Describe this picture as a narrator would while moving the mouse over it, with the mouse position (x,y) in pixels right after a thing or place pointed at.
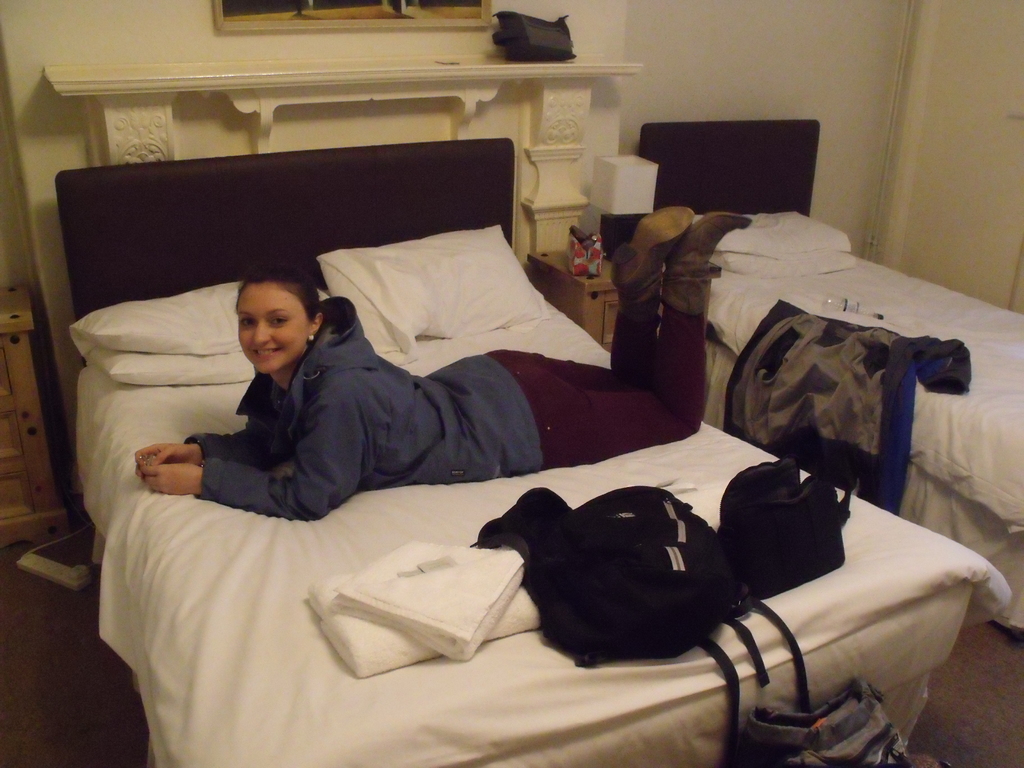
In this image I can see the person (373,461) lying on the bed (384,504). The person (353,450) is wearing the blue and purple color dress (420,419). To the side of that person (461,416) I can see some clothes (506,565) and bags (623,522). To the right (763,304) I can see another bed (954,399) and some pillows (753,258) on it. In-between two beds (630,484) there is a table (566,284) and some objects (581,271) on it and I can also see the lamp (607,184) on it. In the back (578,87) there is a fireplace mantel (531,81) and the wall (772,64).
